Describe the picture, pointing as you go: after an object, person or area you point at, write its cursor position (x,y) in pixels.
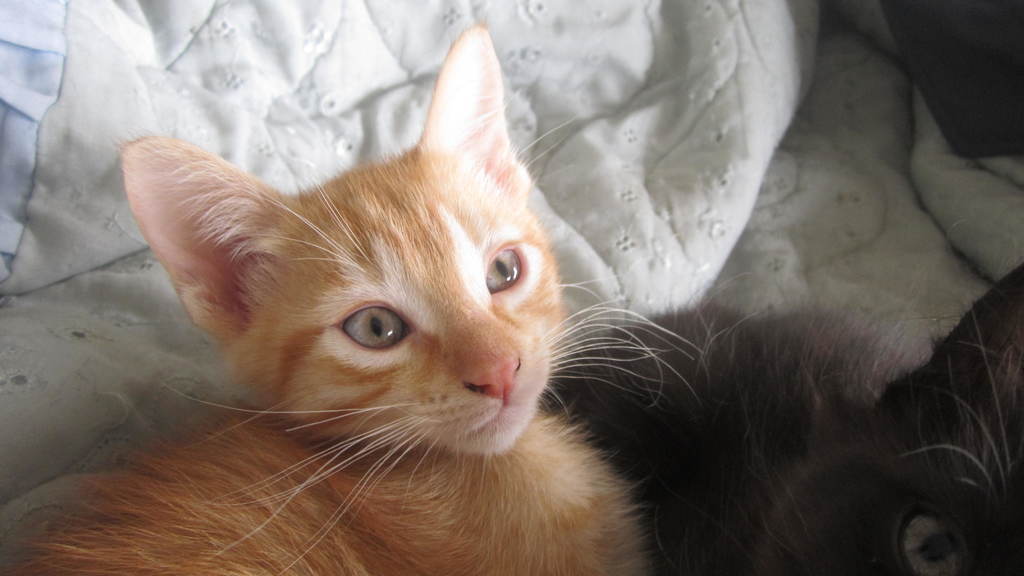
In this picture we can see cats (614,418) and bed sheet (157,106). In the background of the image (963,68) it is white.
